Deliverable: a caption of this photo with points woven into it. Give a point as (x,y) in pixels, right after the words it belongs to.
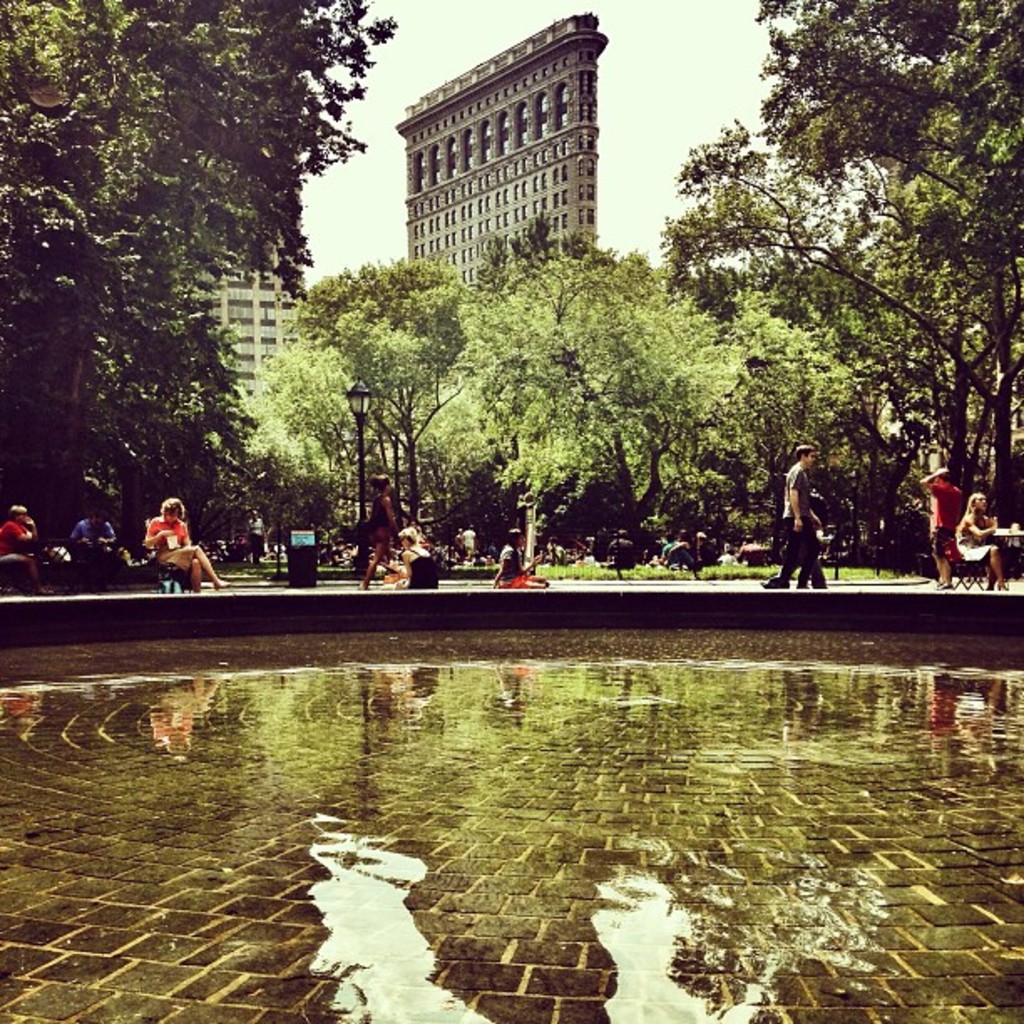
In this image we can see a group of people (678,566) beside a water body (634,892). On the backside (532,433) we can see a group of trees (576,429), grass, a dustbin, a street lamp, some buildings (504,198) with windows (504,135) and the sky (378,229) which looks cloudy.
